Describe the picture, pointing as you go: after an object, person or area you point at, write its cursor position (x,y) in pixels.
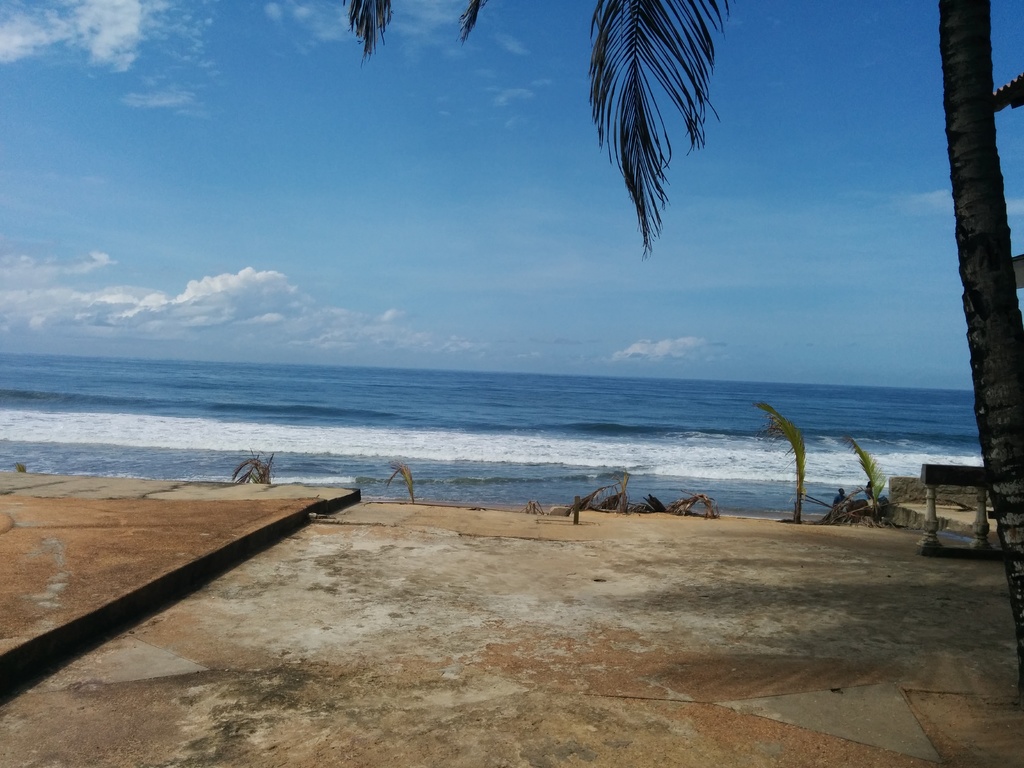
In the picture there is a plain land (957,629), in front of that there is a beach (98,463) and on the right side (951,42) there is a tall tree (1005,481).
